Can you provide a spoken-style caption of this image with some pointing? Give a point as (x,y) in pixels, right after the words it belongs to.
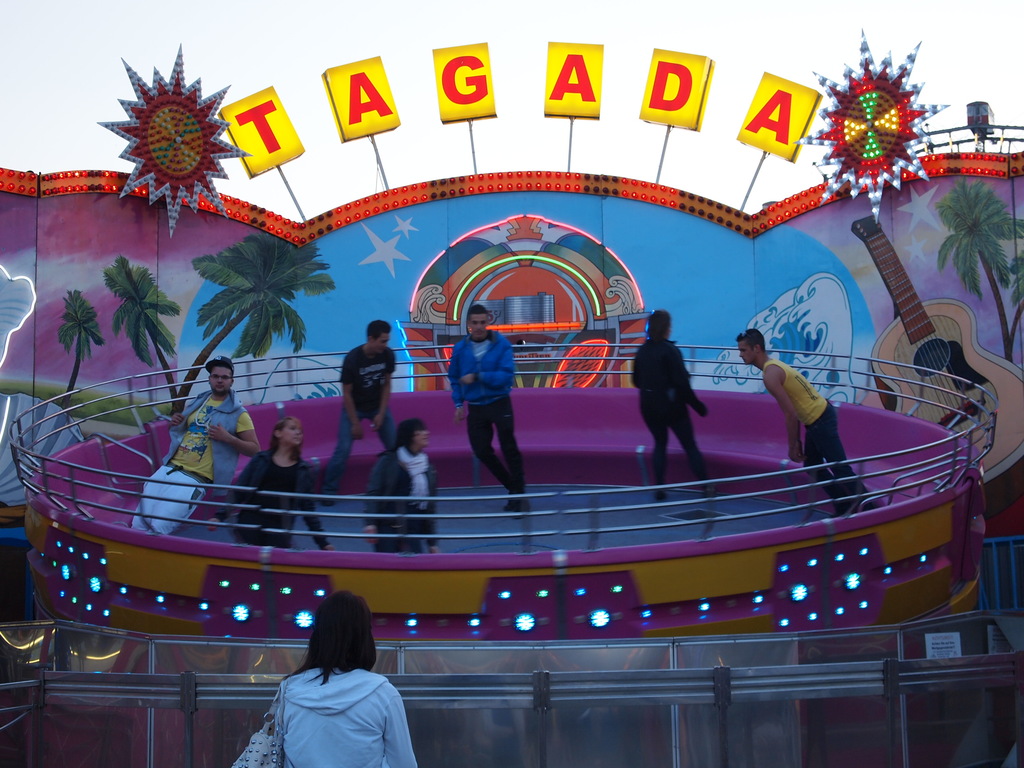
In this picture we can see some people (504,473) are standing, there is railing (309,358) in the middle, there is some text (657,105) in the background (674,100), we can also see images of trees (288,265) in the background (964,293), there is another person (310,712) in the front (327,721).
